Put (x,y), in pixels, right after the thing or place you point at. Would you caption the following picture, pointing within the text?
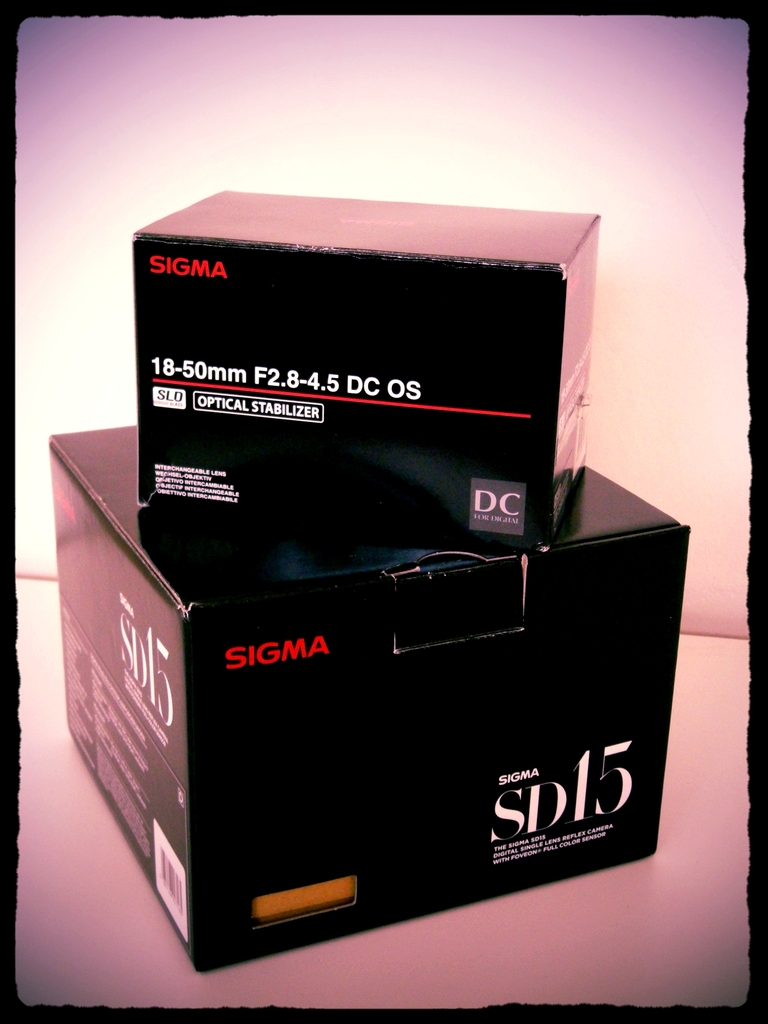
This image is an edited image. In the middle of the image (400,587) there are two cardboard boxes (354,588) on the white surface (632,904). There is a text (505,821) on the boxes (217,608).
